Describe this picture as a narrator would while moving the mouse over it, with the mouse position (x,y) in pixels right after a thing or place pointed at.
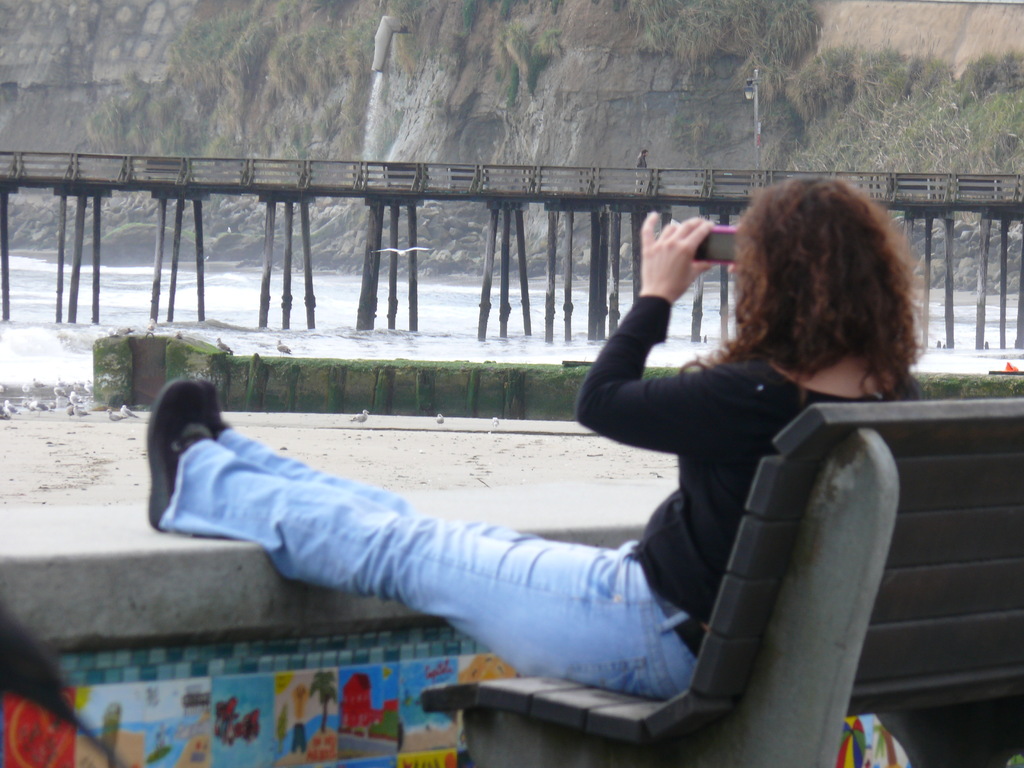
In this picture we can see woman (306,524) sitting on the bench (781,587) and holding mobile (733,257), in front we can see waterfall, rock (687,212), and some trees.
